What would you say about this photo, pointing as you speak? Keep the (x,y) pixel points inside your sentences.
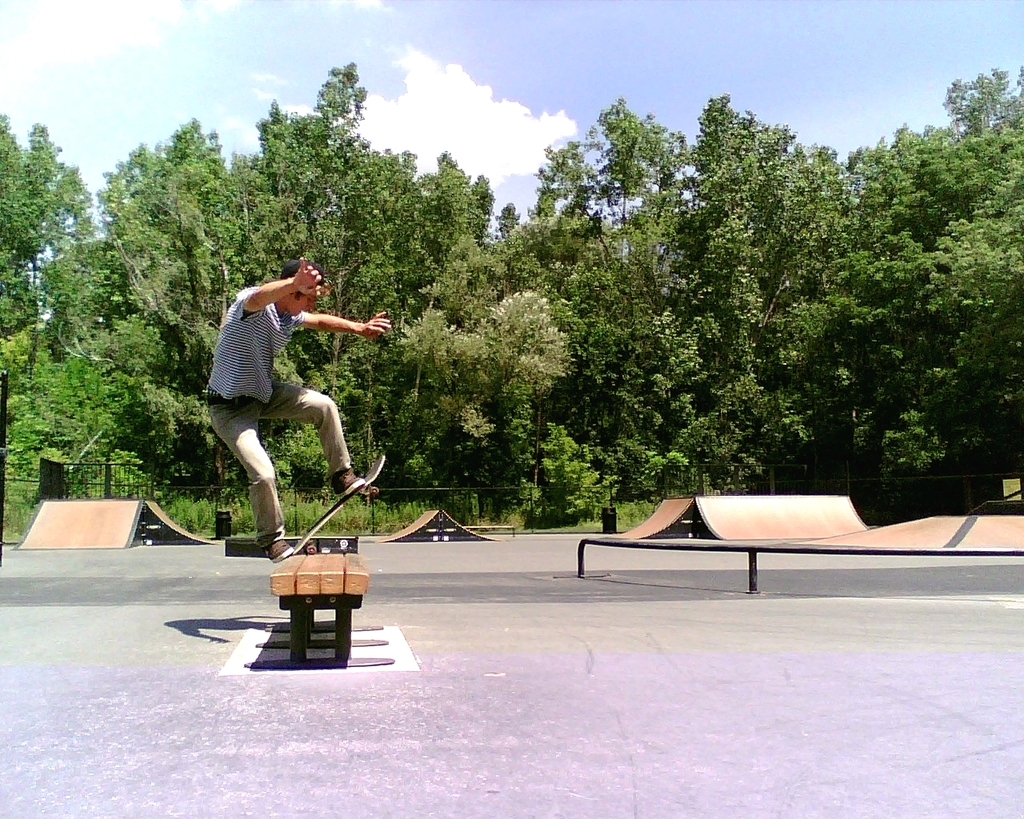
In this image I can see a person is doing the skating on a skateboard (372,471), he wore t-shirt (267,386), trouser (271,405), shoes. At the back side (362,496) there are trees (531,286), at the top (469,71) it is the sky (434,71).
